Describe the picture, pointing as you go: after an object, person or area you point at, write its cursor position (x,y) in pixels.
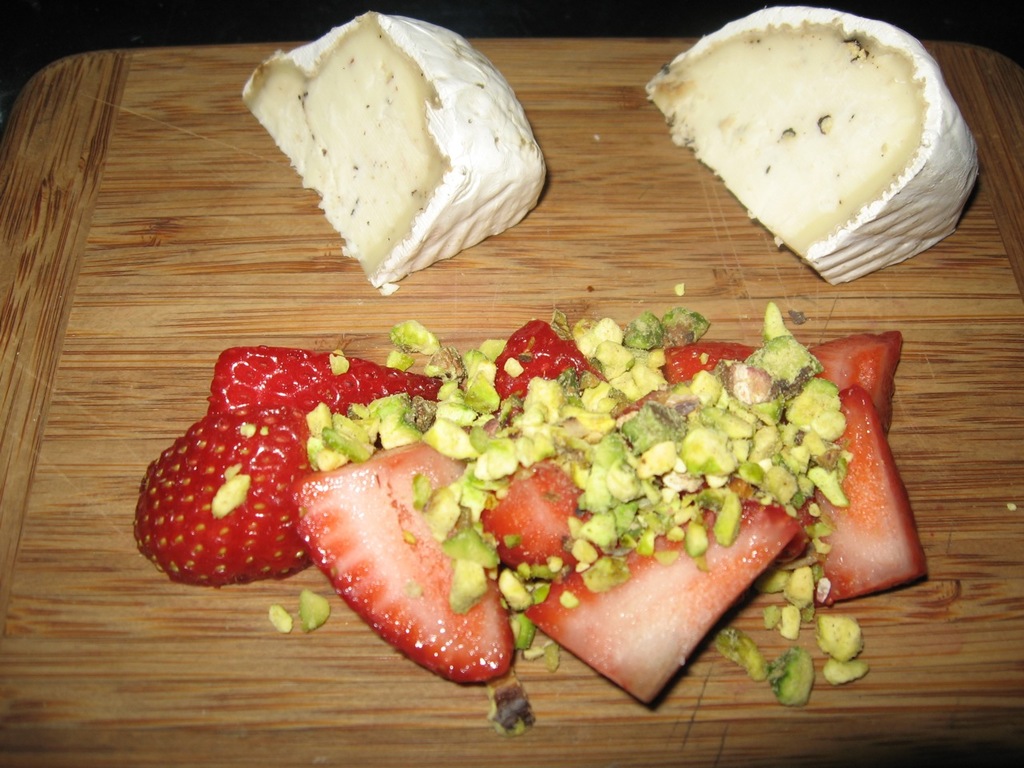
In this picture we can see strawberries (449,462), cheese (897,149) and some ingredients (427,407) on a wooden object (752,325).
